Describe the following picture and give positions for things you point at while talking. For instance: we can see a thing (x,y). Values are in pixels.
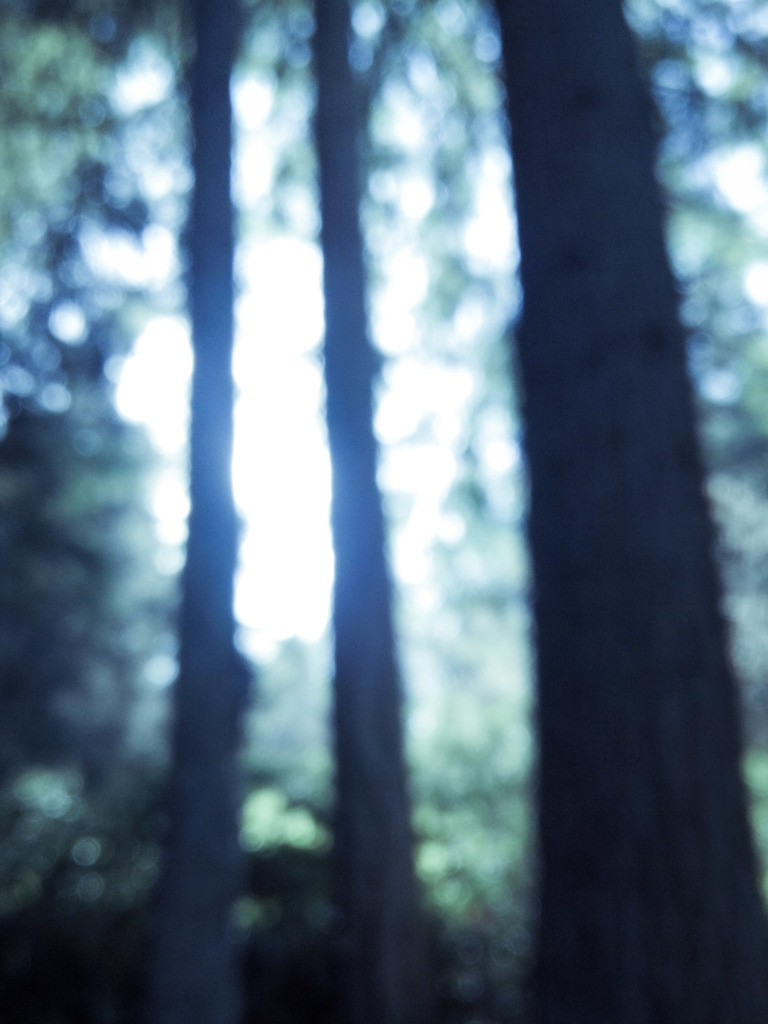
Here we can see a blur image. We can see trees (553,722) and sky (15,282).
